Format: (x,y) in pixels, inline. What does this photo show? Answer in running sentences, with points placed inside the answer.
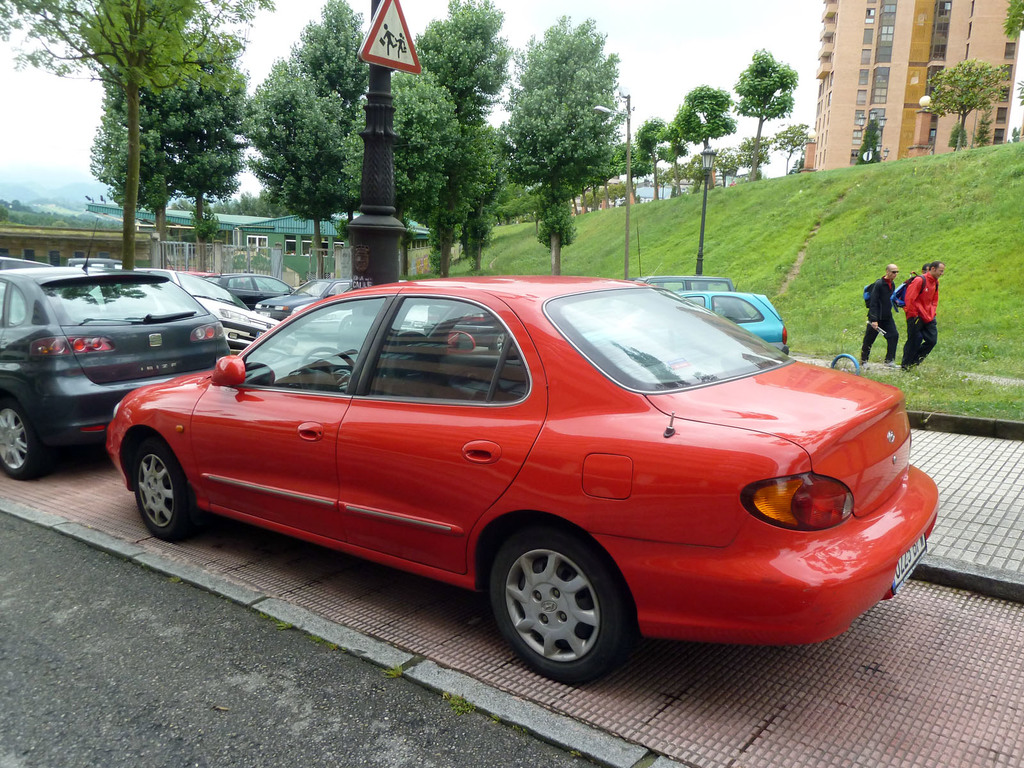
This picture is clicked outside. In the center (377,506) we can see the group of cars (454,361) seems to be parked on the ground (901,647) and we can see the two persons (917,294) wearing backpacks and walking on the ground (992,247) and we can see the green grass (804,191), trees (352,126), poles (378,271), lights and some other objects (387,32). In the background (457,12) we can see the sky (690,42), buildings (941,42), trees (426,193) and some other objects (236,247).
